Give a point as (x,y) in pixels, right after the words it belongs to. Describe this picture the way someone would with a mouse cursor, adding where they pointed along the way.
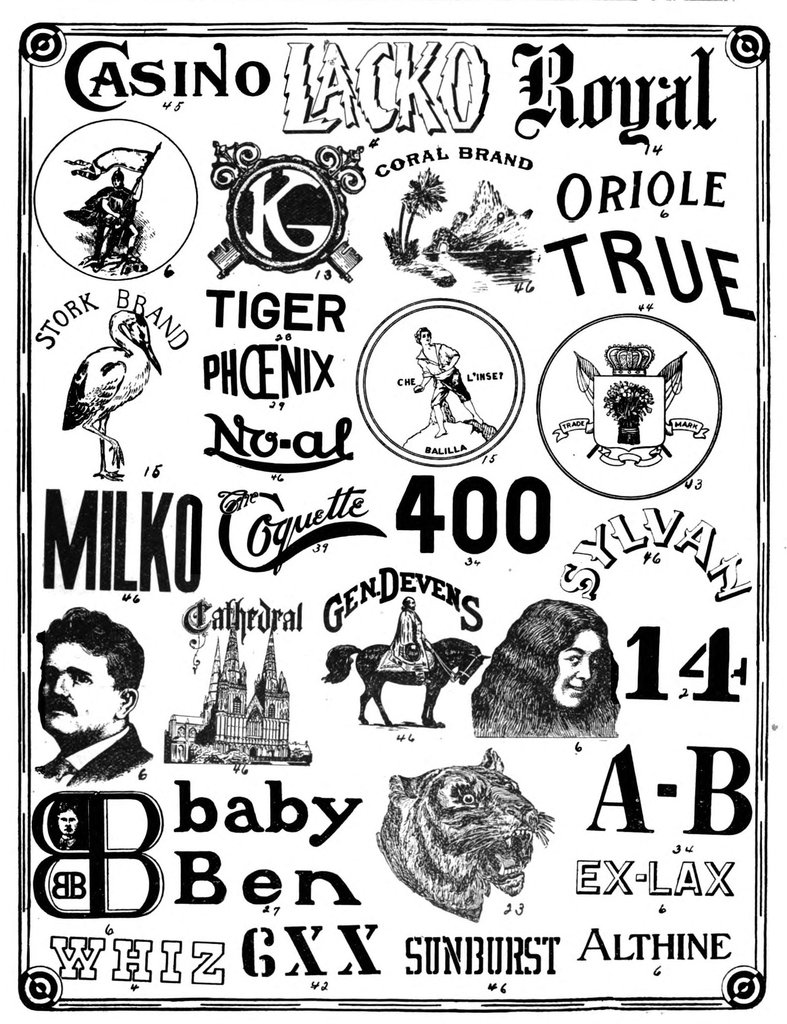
In this image there is a poster (230,403) with the logos (574,441) and some pictures (410,597) in it.
